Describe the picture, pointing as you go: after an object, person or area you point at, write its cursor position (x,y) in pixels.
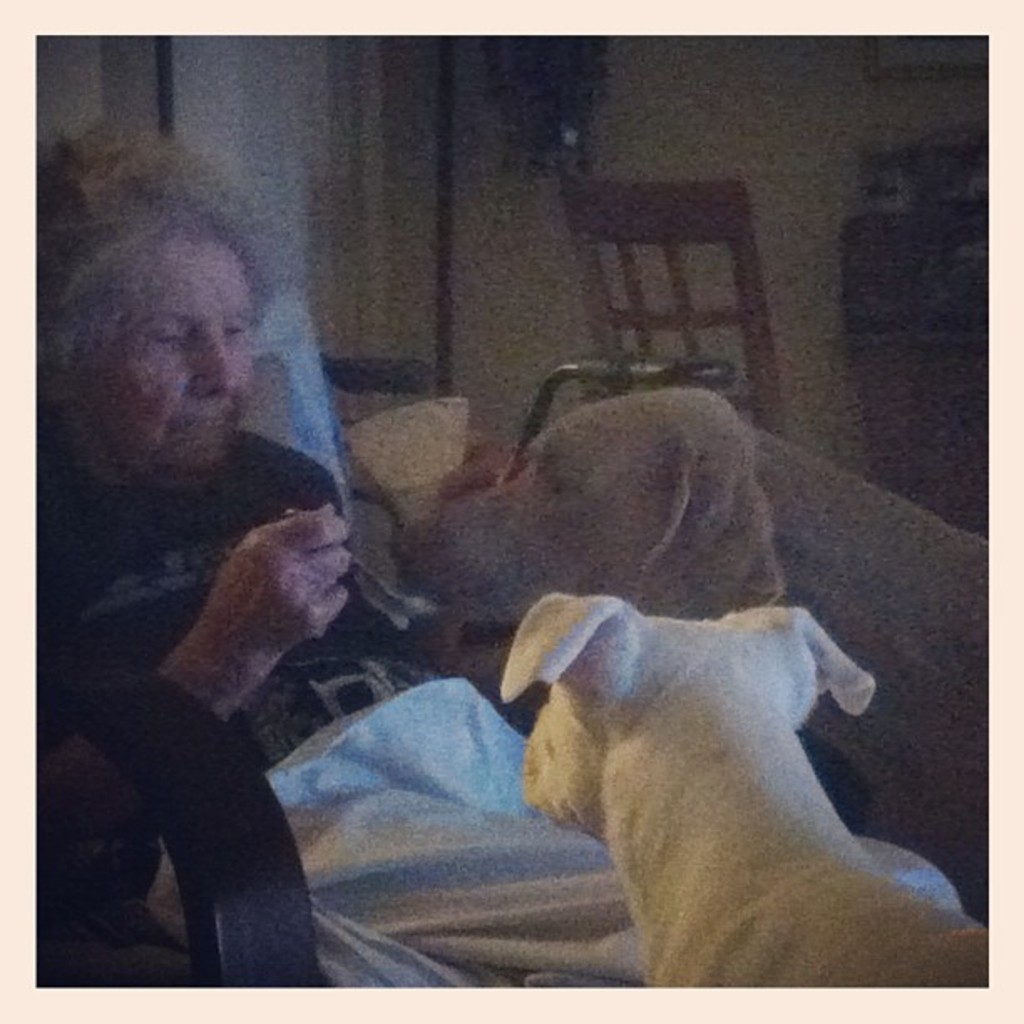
On the left side of the image (276,629) we can see one woman (344,687) is sitting and she is holding some object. And we can see one blanket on her. In front of her, we can see two dogs (752,716), which are in brown and white color. In the background (606,176) there is a wall (762,120), chair (636,327) and a few other objects (552,145).
